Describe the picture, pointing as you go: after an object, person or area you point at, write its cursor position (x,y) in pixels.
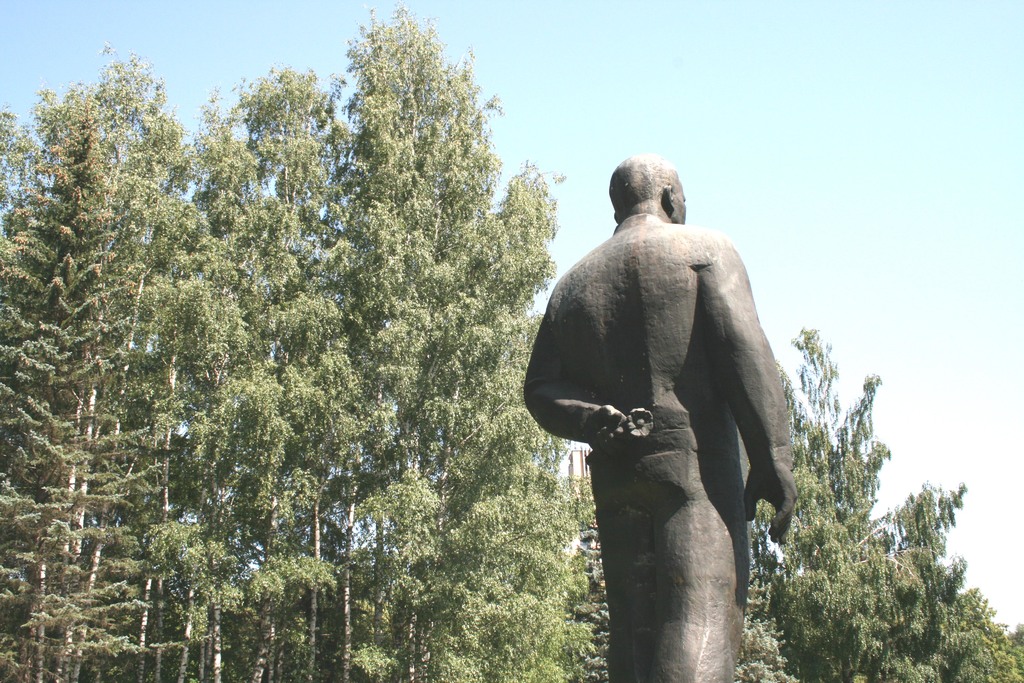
In this picture we can see a statue (671,595) of a person (671,595) and in the background (925,631) we can see trees (433,544) and the sky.
